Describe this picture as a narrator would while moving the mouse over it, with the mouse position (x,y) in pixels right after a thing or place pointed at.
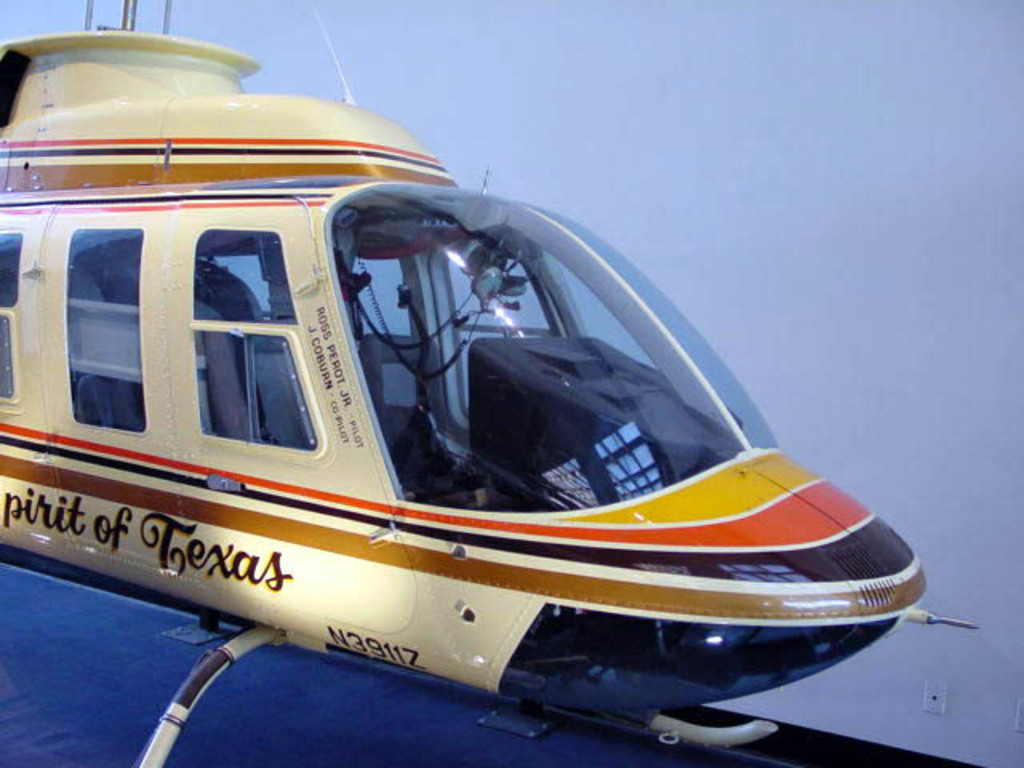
Here we can see a helicopter (599,537) which is truncated and there is a white background (546,114).
